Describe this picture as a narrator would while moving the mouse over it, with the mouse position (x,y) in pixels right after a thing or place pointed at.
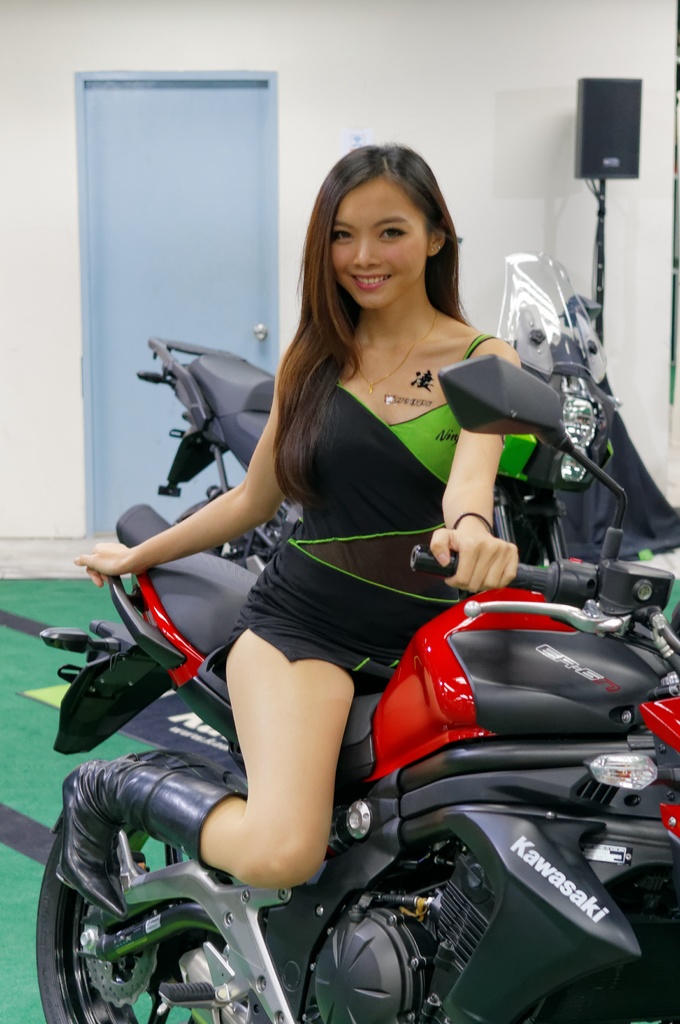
In this image i can see a woman (371,183) sitting on a motor bike (388,711) and in the background (166,389) i can see another motor bike (232,363), a door (181,241) and a wall (373,104) with speaker (599,151).
